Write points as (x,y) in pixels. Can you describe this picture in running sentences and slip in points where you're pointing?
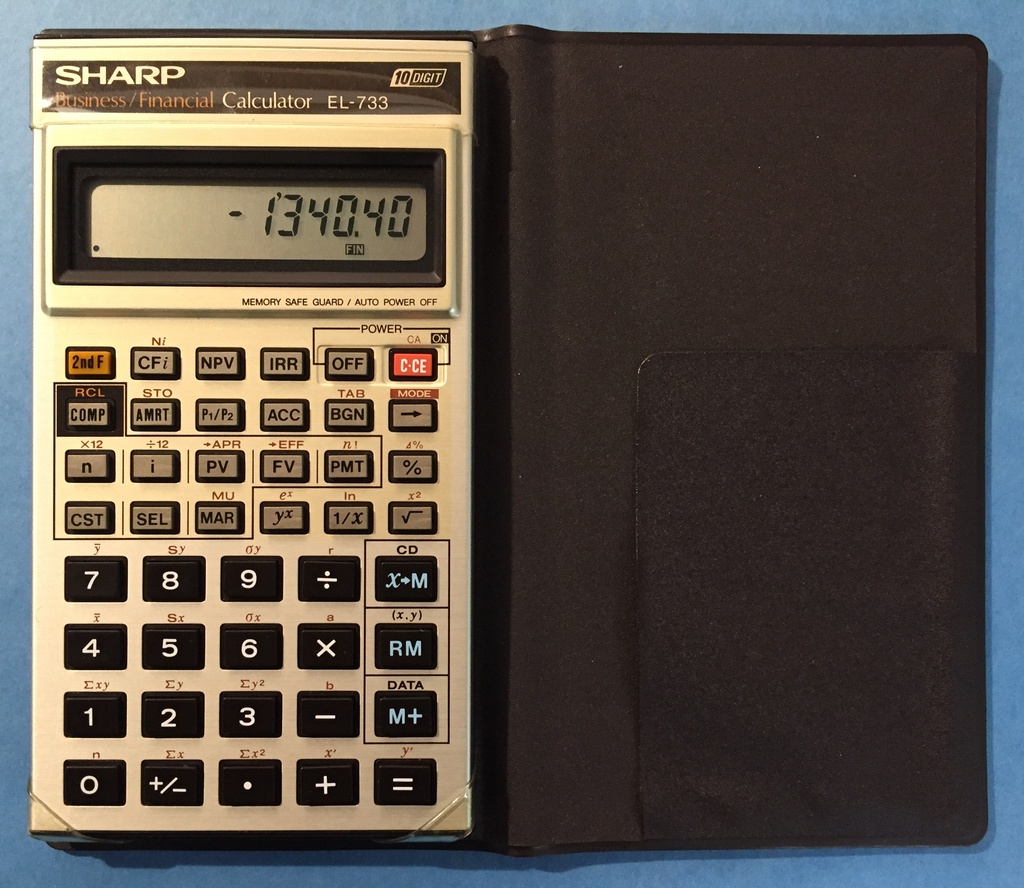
In this image in the center (420,388) there is one calculator (365,673), and in the background (527,865) there is a table (912,16).
